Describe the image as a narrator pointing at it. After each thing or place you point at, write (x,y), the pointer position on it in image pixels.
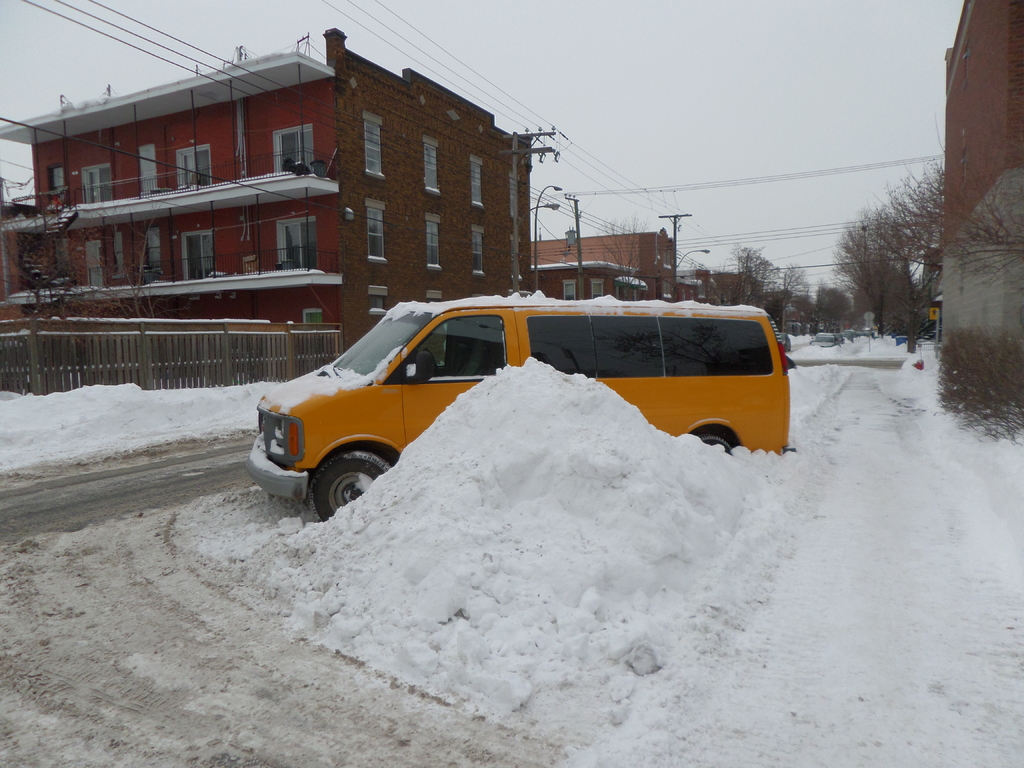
The picture is taken outside a city (311,239). In the foreground of the picture (367,394) there is a vehicle (657,381) and there is snow (240,525), on the road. In the center of the picture (450,268) there are buildings (461,241), trees (743,265), street lights (551,203), current poles (676,249) and cables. In the background (820,334) there are vehicles (825,341). Sky (824,227) is cloudy.
